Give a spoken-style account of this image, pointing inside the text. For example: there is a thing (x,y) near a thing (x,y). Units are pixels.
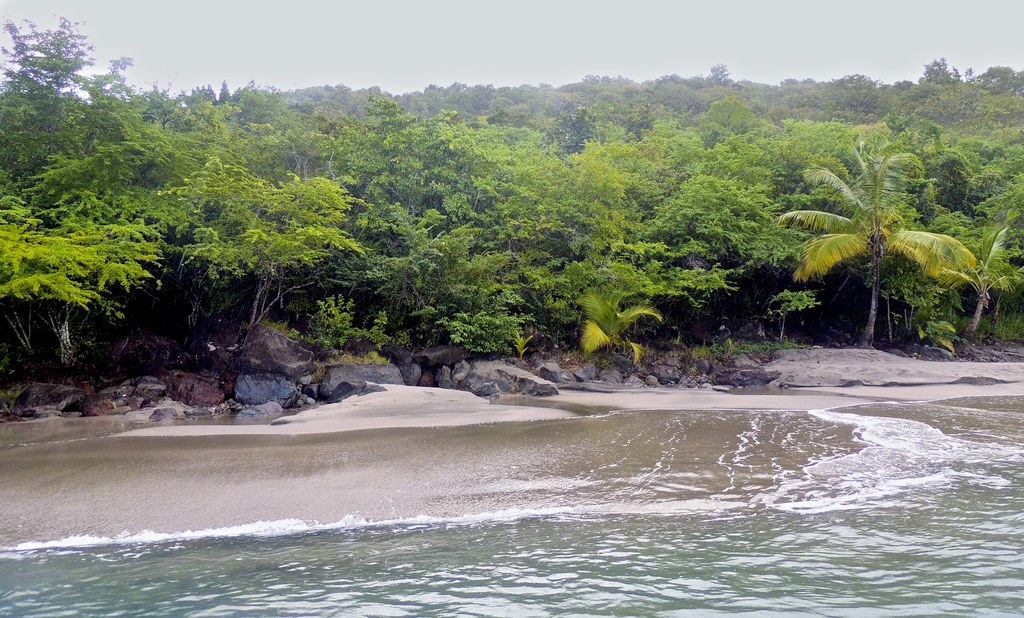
In this picture we can see water (665,587), stones (511,376), trees (510,155) and in the background (867,38) we can see the sky (417,48).
